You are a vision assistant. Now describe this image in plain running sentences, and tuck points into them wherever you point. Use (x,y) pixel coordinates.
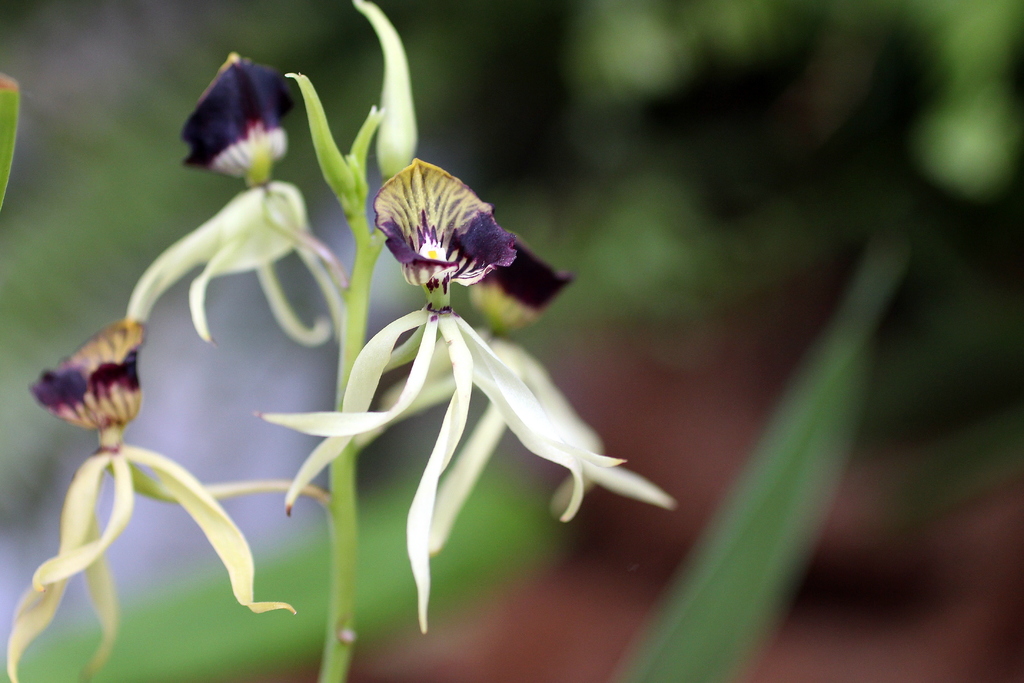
On the left (215,149) we can see flowers (370,351) and a plant (351,202). The background (717,100) is blurred.
